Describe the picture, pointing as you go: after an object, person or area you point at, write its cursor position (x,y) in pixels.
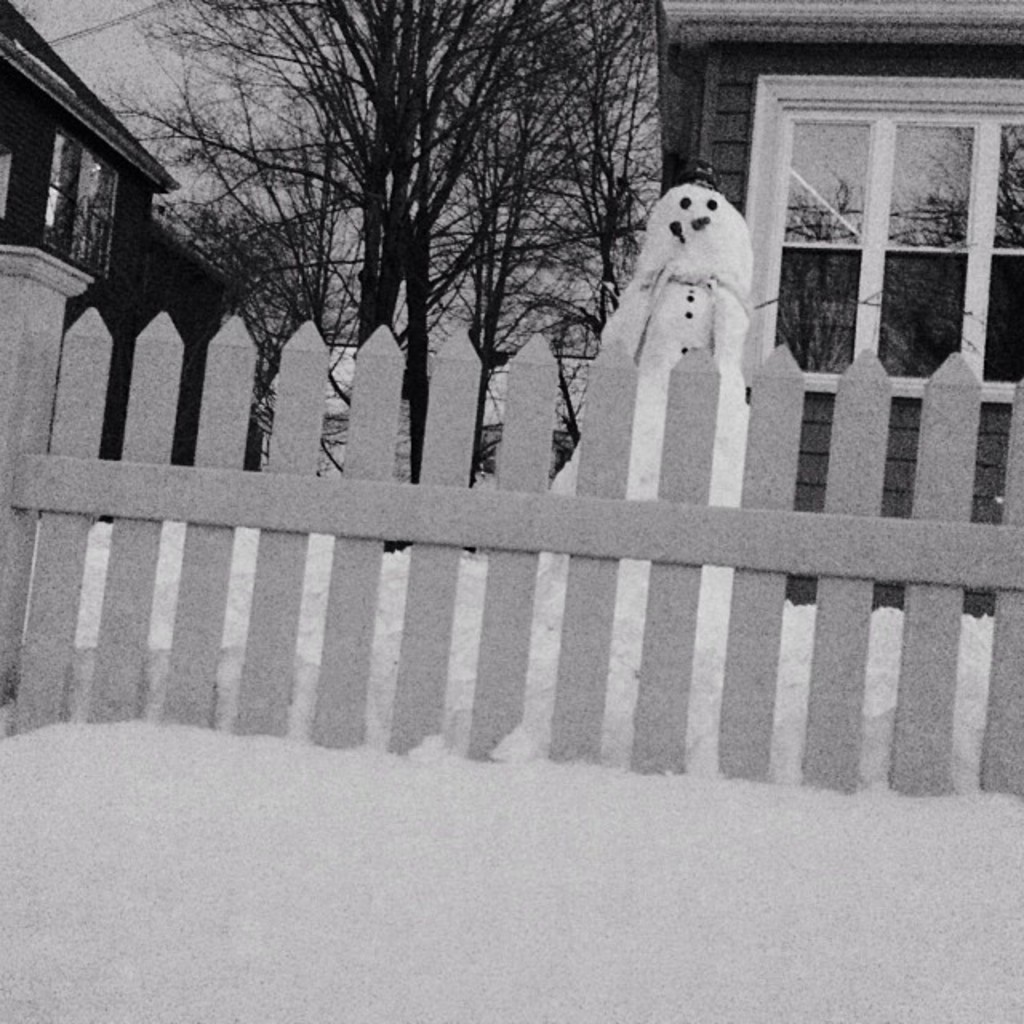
This is a black and white image. This looks like a fence (792,534). I think this is a snowman (689,295). These are the houses (695,131) with the windows (787,93). I can see the trees (348,108) with branches (339,150). Here is the snow (491,928).
